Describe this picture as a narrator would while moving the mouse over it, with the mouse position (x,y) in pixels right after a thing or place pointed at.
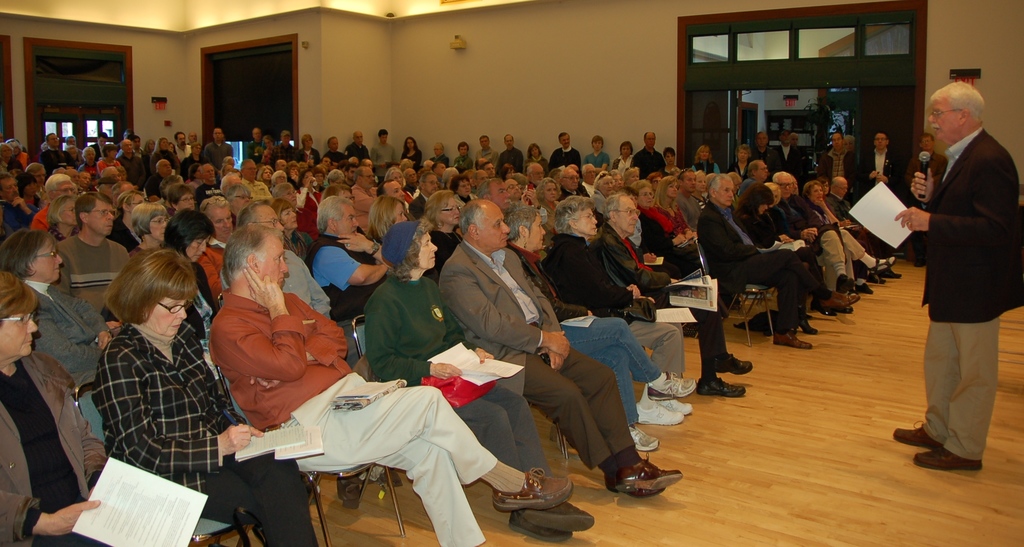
This picture is clicked inside. On the right (964,109) there is a man (967,181) holding a paper (886,210), microphone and wearing a suit (953,204) and standing on the ground (910,275). On the left (258,282) we can see the group of people (410,268) holding some objects (461,362) and sitting on the chairs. In the background (190,123) we can see the doors (240,98), wall (546,102) and group of people (152,164) standing on the ground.
